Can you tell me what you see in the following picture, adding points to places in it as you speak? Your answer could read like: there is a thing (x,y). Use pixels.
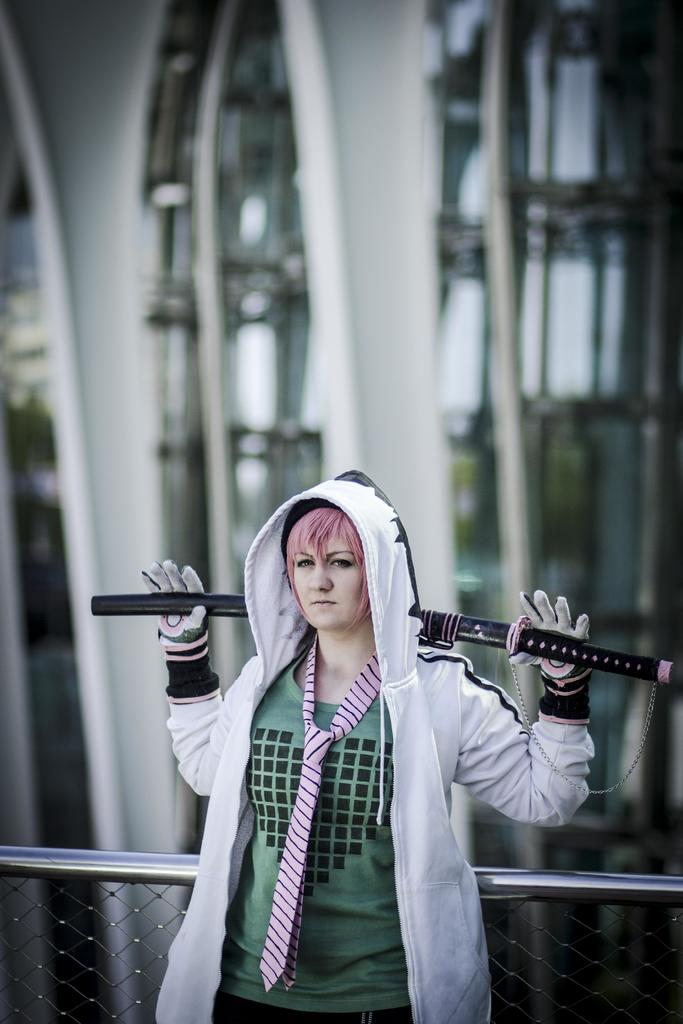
In this image there is a woman (408,763) wearing a jacket (382,781). She is standing. She is holding a sword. Behind her there is a fence (565,901). Background (649,467) there is a building (428,422).
